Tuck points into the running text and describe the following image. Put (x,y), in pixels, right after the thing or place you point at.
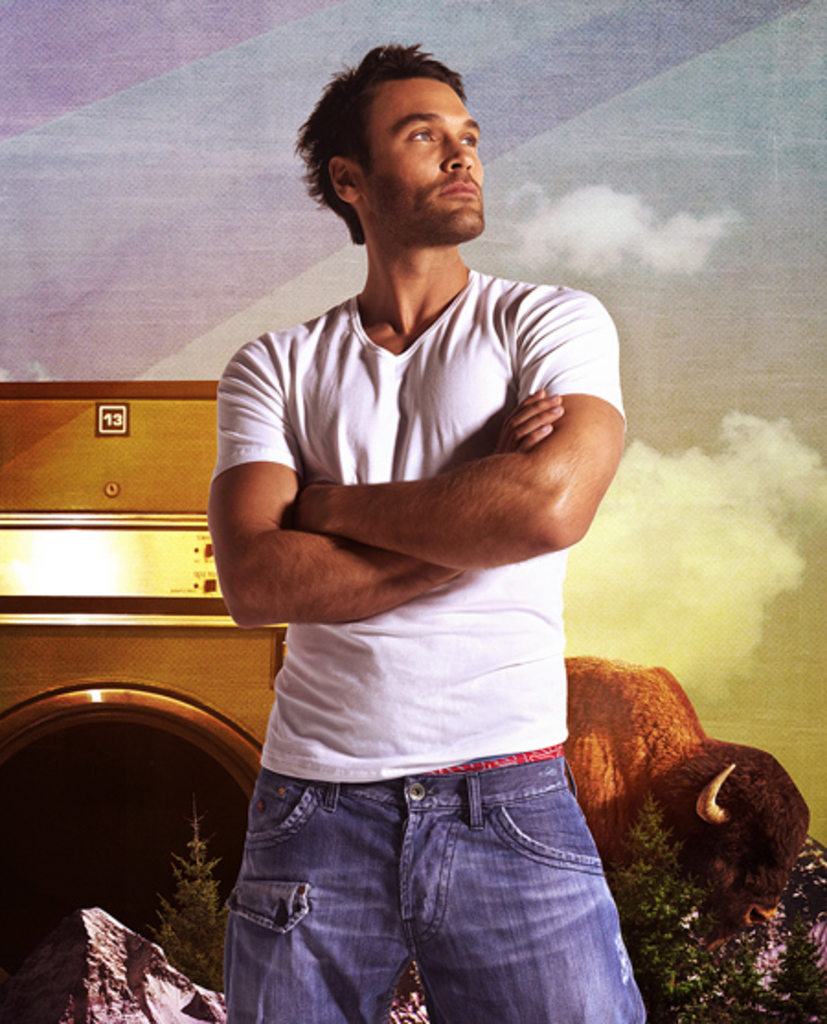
In this image we can see a person (493,347). Behind the person (265,445) there is an animal (671,807), rock (61,941), plants (195,816), laundry machine (129,575) and other objects (52,417). In the background of the image (343,44) there is a colored background (569,179).
